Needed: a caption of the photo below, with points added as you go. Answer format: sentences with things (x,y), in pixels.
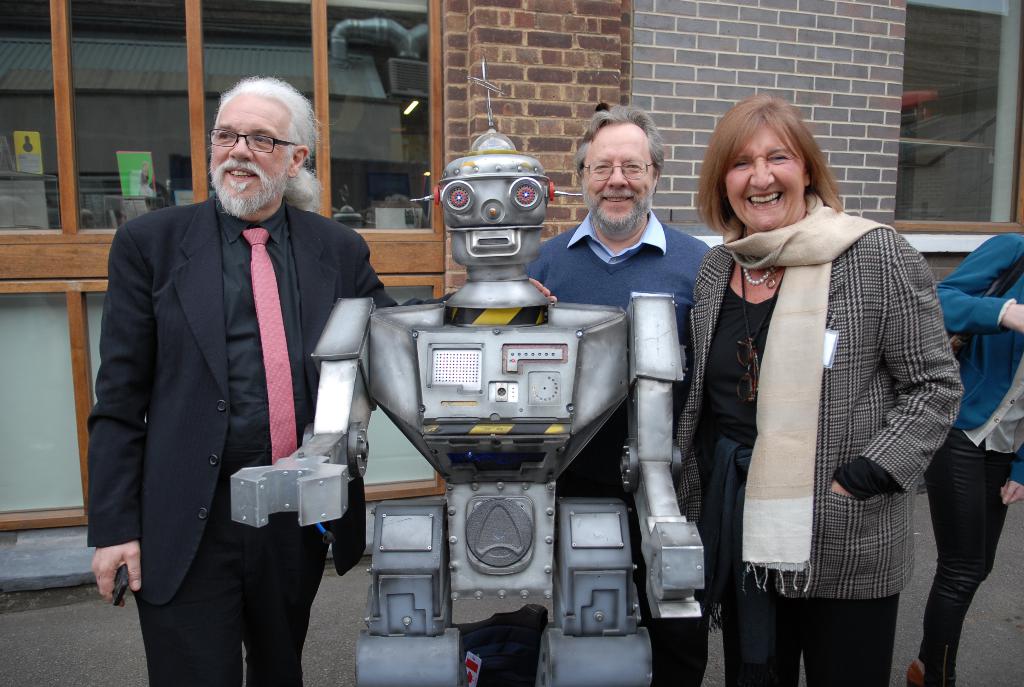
In this image there are persons (871,419) truncated towards the bottom of the image (139,472), there is a person (171,596) holding an object (117,594), there is a person (976,528) truncated towards the right of the image (996,416), there is a robot (546,408) truncated towards the bottom of the image (529,532), there are windows (182,81) truncated towards the top of the image (300,69), there is a wall (597,79) truncated towards the top of the image (704,68), there is a wall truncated towards the left of the image, there is a window (29,132) truncated towards the left of the image (14,78), there is the road (73,640) truncated towards the bottom of the image (87,654).
